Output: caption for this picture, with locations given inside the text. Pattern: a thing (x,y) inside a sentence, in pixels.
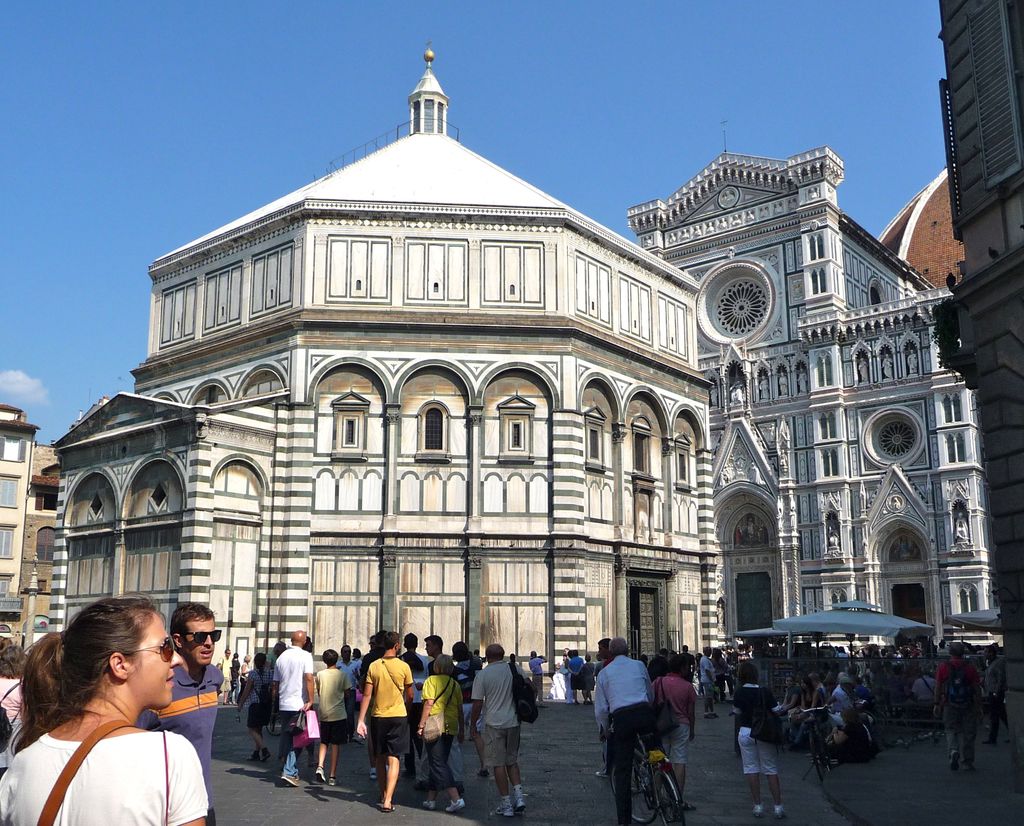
In this picture I can see a few people (185,758) standing on the surface (226,728). I can see a few people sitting on the surface (723,724). I can see bicycles (641,750). I can see tents (757,633) on the right side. I can see the buildings (581,523). I can see clouds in the sky (216,87).
